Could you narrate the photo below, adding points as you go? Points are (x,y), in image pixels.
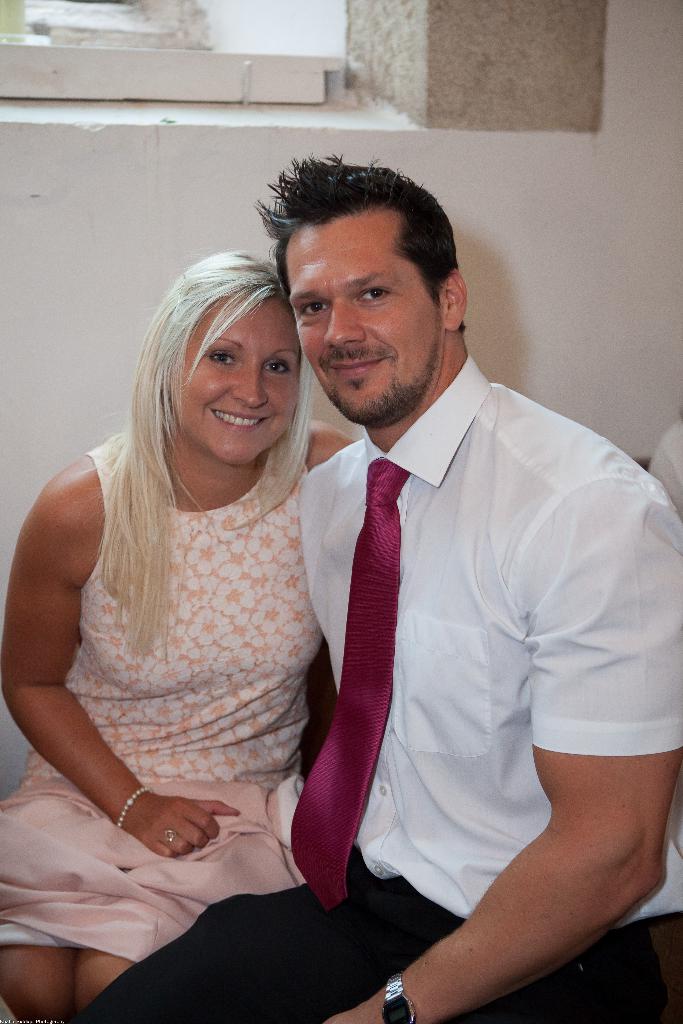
In this image there is a couple (415,631). There is a man (434,605) on the right side (502,607) who is wearing the white shirt (494,618) and a woman (178,573) on the left side (141,600). In the background (102,171) there is a wall (48,216).
